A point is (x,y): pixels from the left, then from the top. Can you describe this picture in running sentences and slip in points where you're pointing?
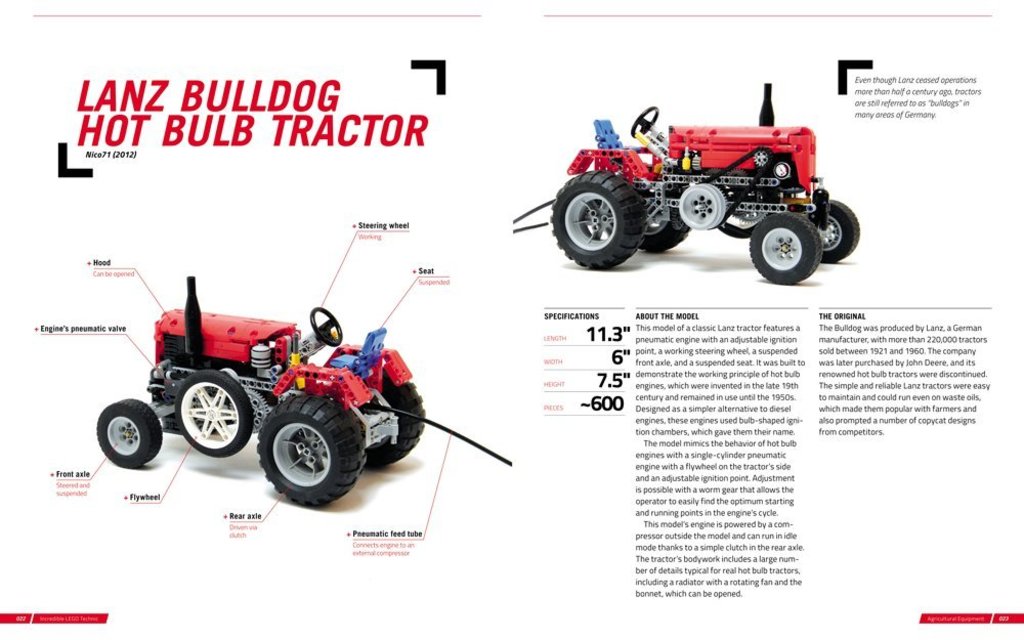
In this image we can see vehicles (590,216). On the left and right there is a text (674,417).
